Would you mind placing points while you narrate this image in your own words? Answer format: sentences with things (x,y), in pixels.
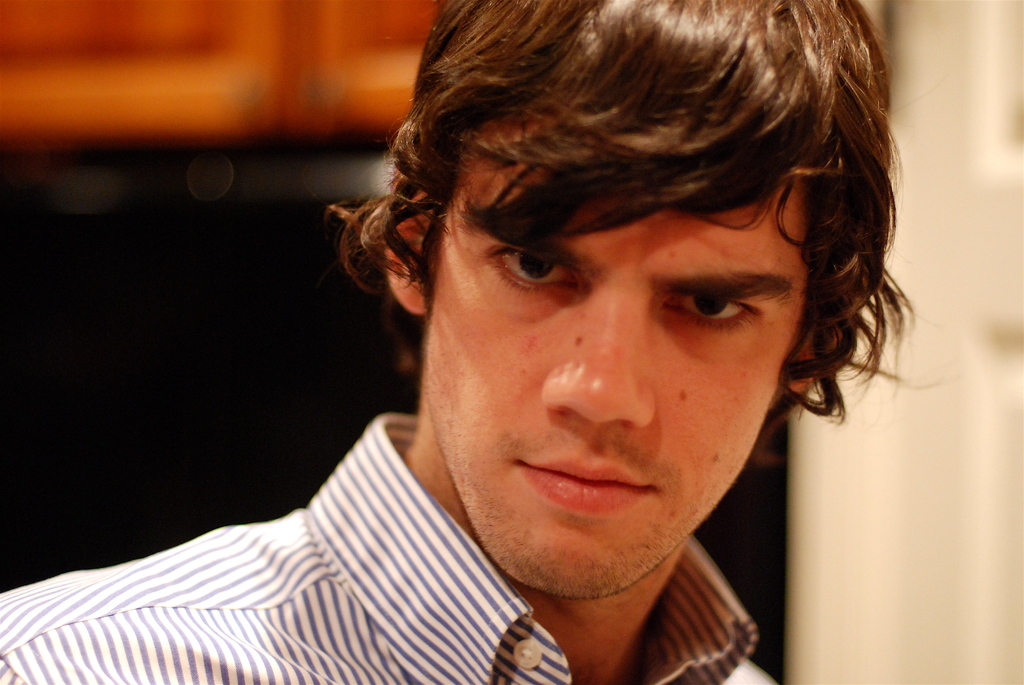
Here in this picture we can see a person (517,291) present and we can see he is focusing his eyes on something.
